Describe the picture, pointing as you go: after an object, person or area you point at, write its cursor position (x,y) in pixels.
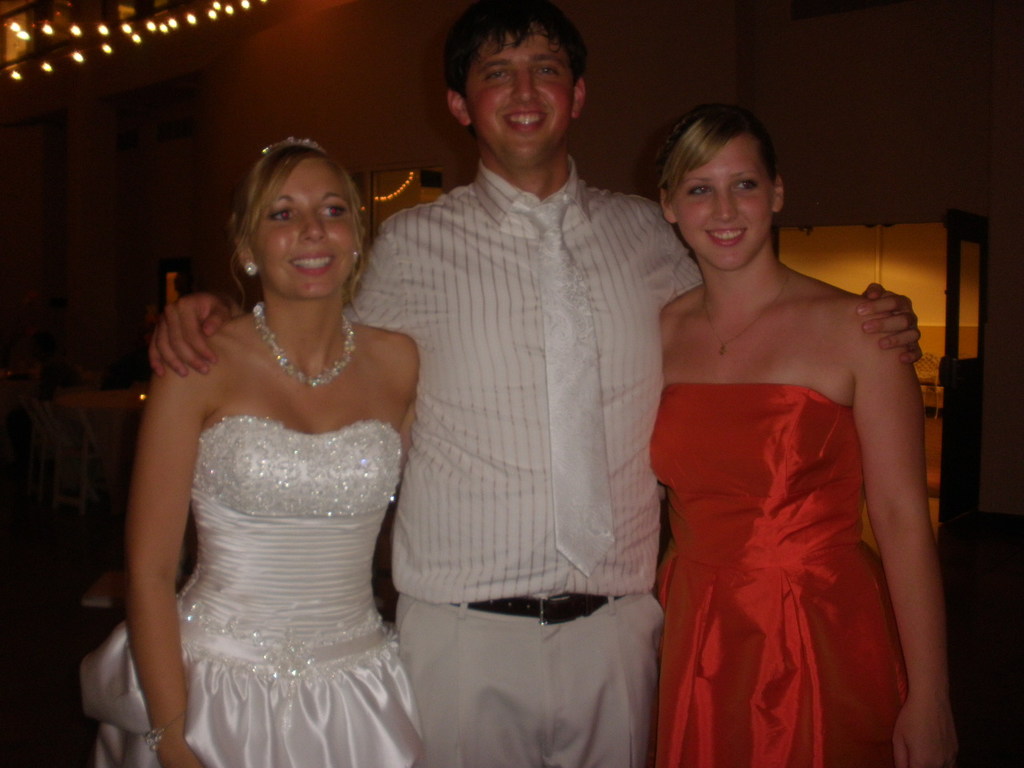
In this picture we can see a man (520,350) and two women (780,436) standing and smiling, in the background (363,101) there is a wall (371,75), we can see some lights (130,31) at the left top of the picture (72,33).
